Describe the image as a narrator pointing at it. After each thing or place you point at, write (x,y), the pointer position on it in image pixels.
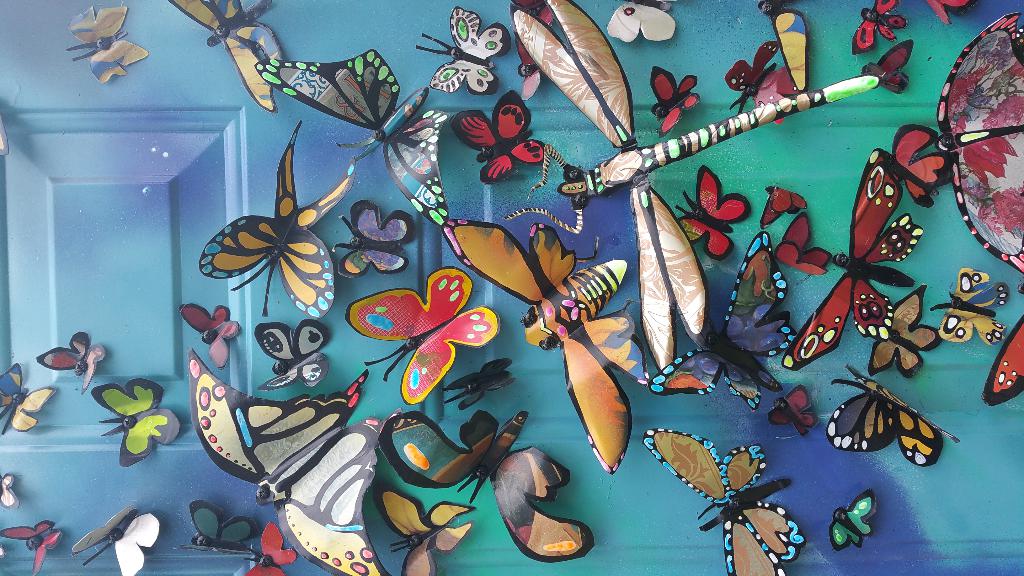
In this image we can see there are depictions of butterflies (248,59) on the wooden door (691,424).
